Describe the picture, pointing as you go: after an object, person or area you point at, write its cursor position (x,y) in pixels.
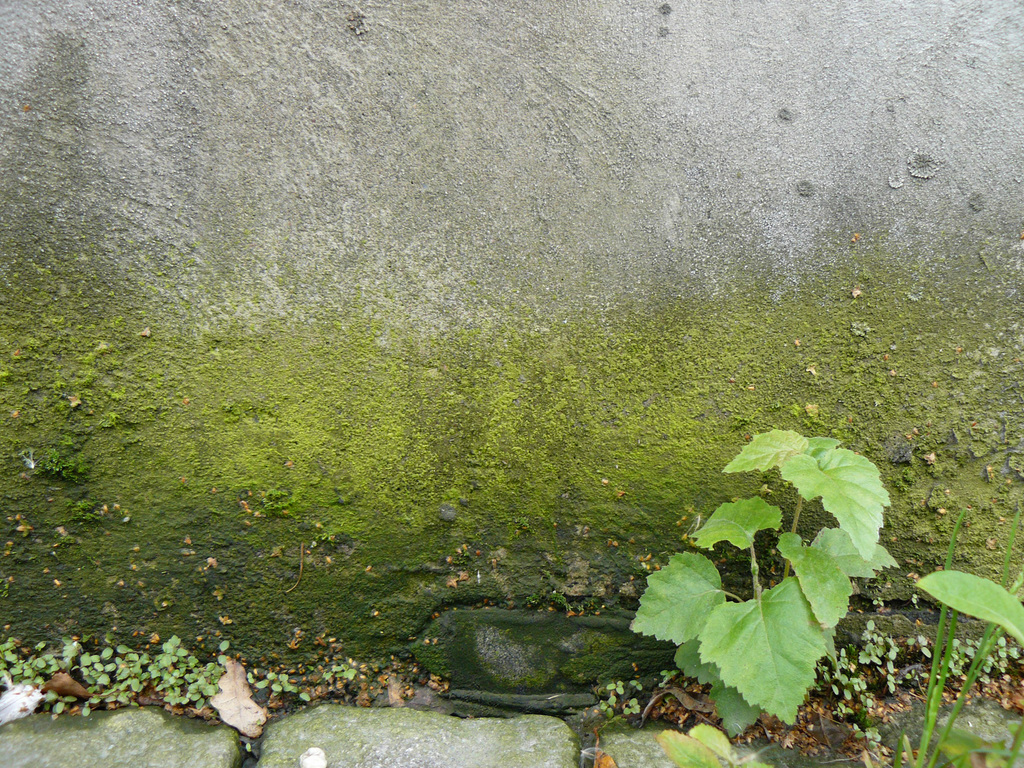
In this image we can see moss (556,506) on the wall (747,587) and plants (798,696).
